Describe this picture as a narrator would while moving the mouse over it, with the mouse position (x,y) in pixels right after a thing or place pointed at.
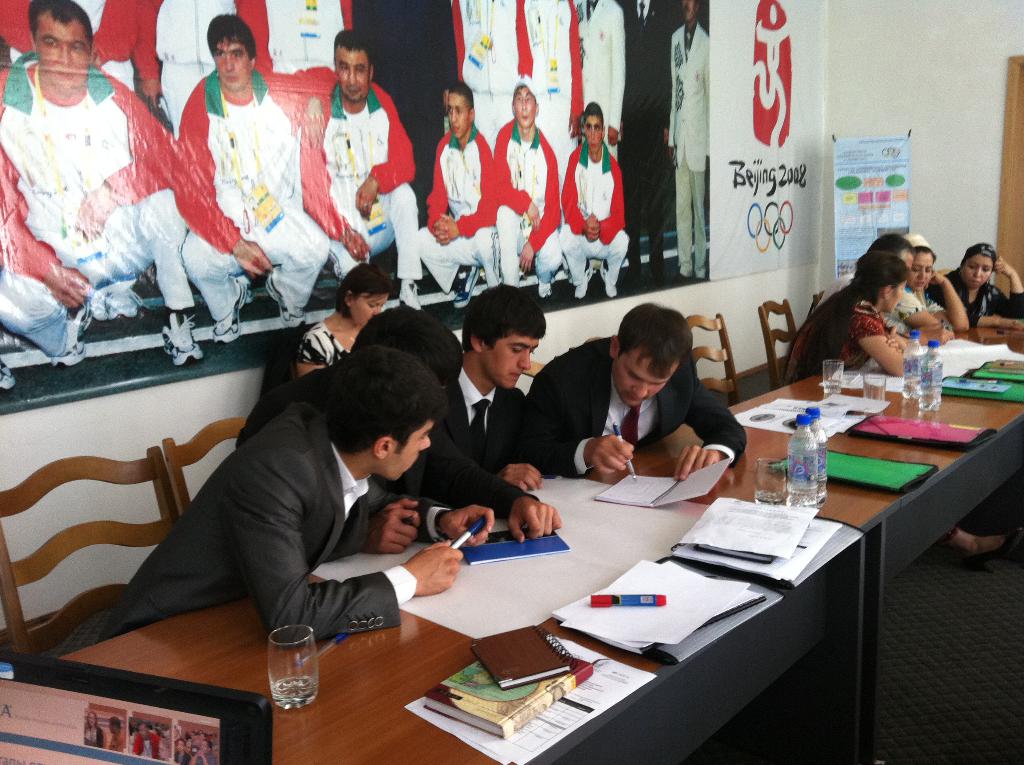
In this picture I can observe some people (439,479) sitting in the chairs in front of a table (825,511) on which I can observe water bottles (800,429), glasses (829,379), papers (663,607), books (543,648) and markers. There are men (478,383) and women (907,305) in this picture. On the left side (107,295) I can observe a poster (198,237) on the wall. In the background (915,102) there is a wall (913,86).
